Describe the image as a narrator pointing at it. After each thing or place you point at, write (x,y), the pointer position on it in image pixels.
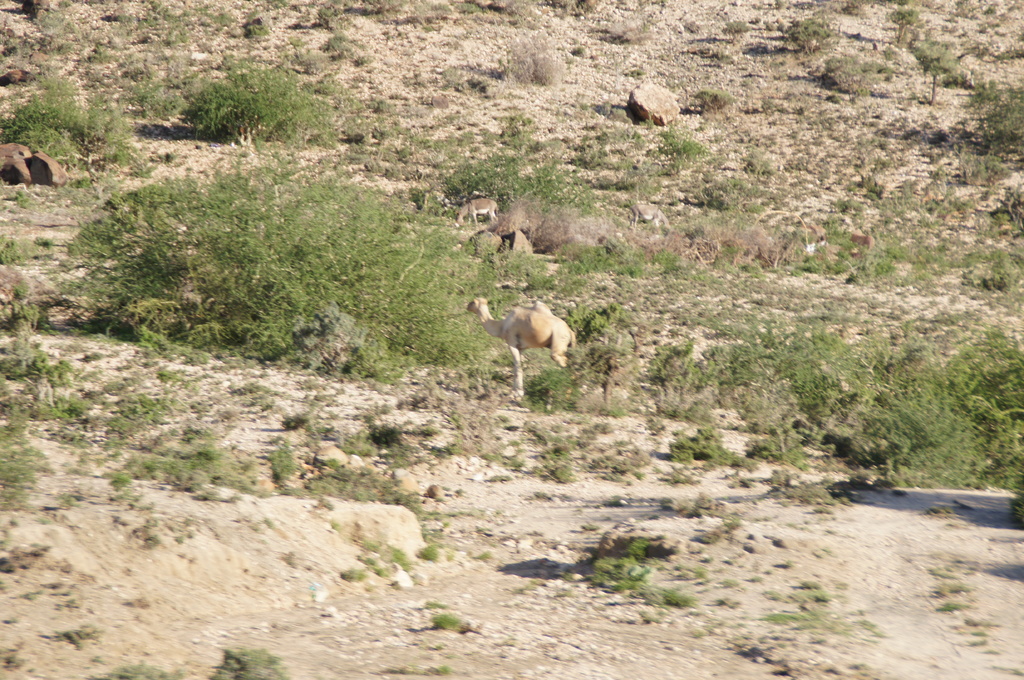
In this image we can see the animals (542,323) on the ground (572,426). We can also see the grass (690,141) and some rocks (649,99) in this image.
